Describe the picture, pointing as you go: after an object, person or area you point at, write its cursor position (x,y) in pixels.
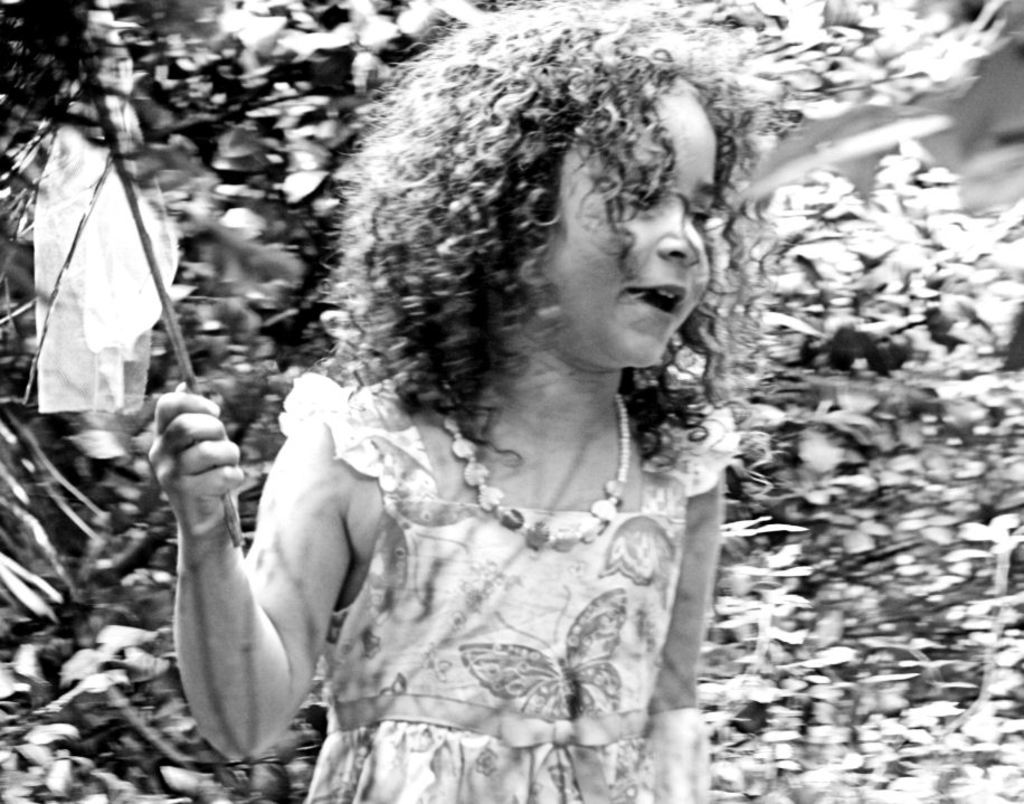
This is a black and white image. Here I can see a girl (457,663) wearing frock (492,570), holding a flag (148,267) in the hand (198,512) and facing towards the right side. In the background (261,179) there are few plants (899,468).
